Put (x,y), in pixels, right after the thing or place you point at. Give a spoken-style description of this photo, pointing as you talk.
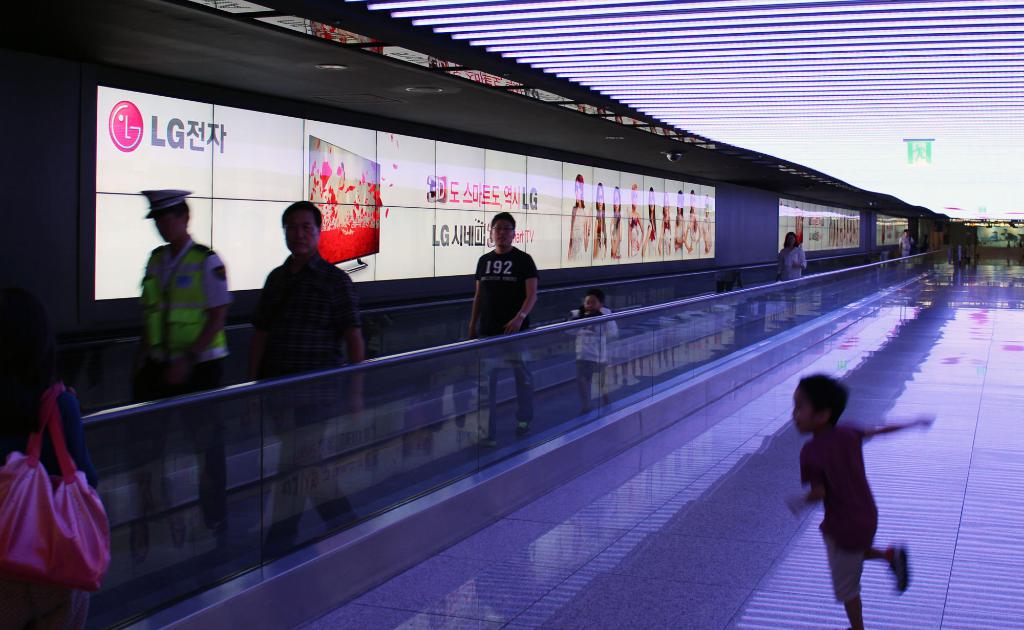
In this picture I can observe some people (294,284) walking in this path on the left side (158,293). I can observe a railing (191,401). On the left side (324,185) there is an advertisement (330,199) on the wall (46,186). In the background (684,42) I can observe a ceiling (806,99) which is in white color.
